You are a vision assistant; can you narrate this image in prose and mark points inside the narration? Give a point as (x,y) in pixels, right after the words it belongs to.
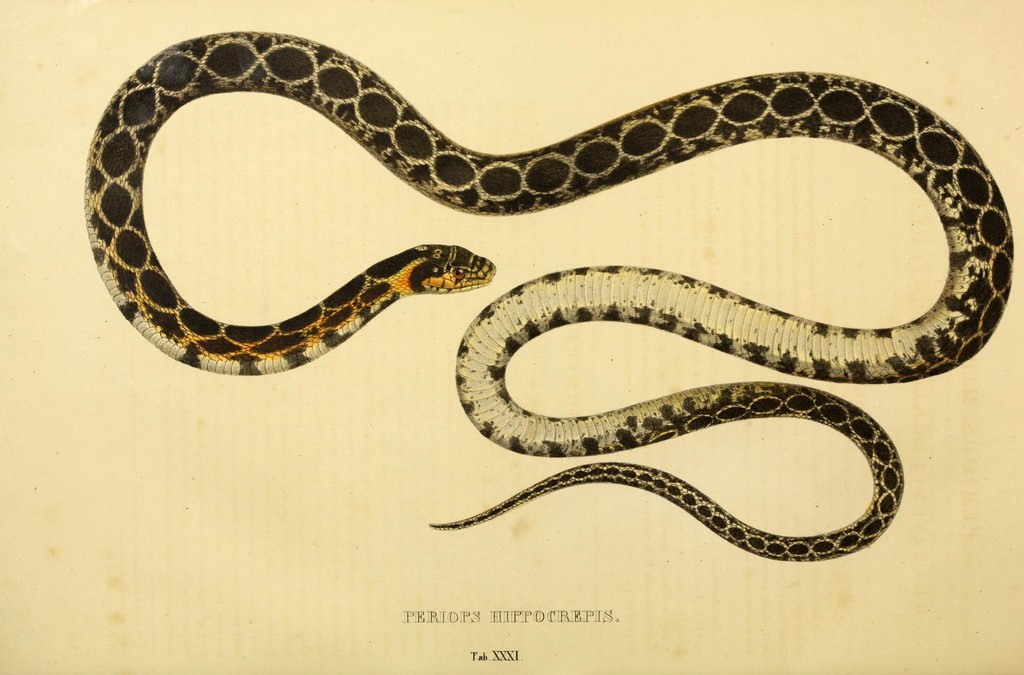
In this image, I can see the picture of a snake (184,351) and letters (588,611) on the paper (479,291).
